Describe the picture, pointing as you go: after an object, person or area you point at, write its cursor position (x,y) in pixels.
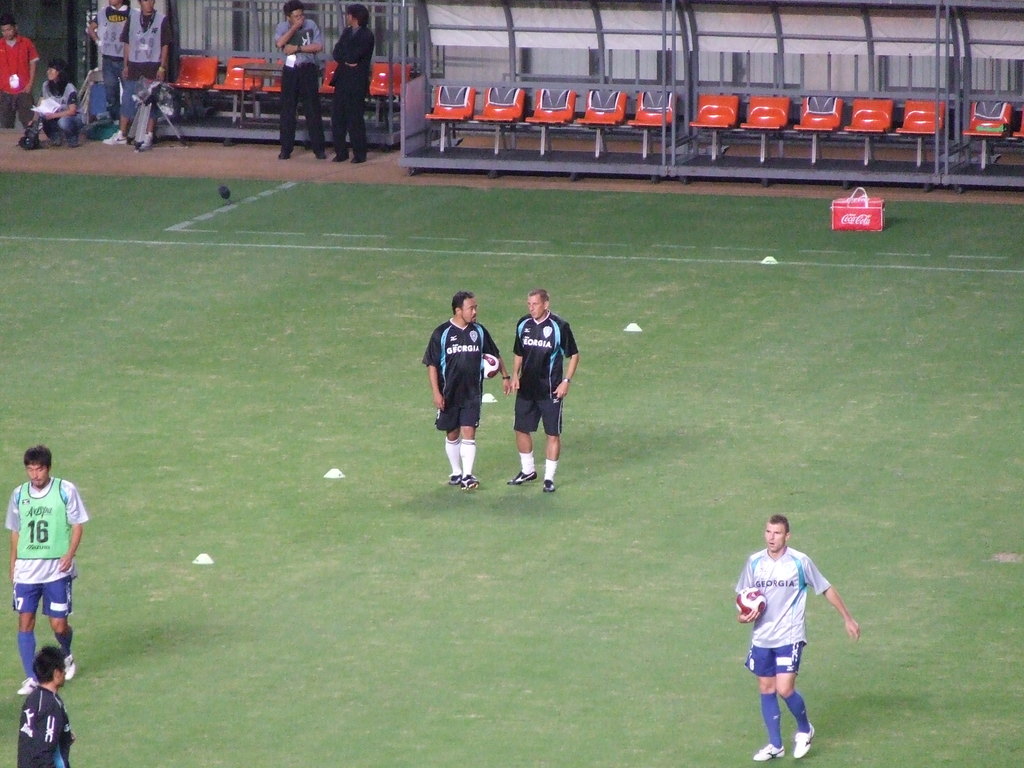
Here we can see a ground (123,480) and in this ground (178,712) there are football players (541,322) and at the right side (753,668) we can see a player (766,682) holding a football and at the top (486,96) we can see chairs (824,95) present and some people (318,75) are standing.
